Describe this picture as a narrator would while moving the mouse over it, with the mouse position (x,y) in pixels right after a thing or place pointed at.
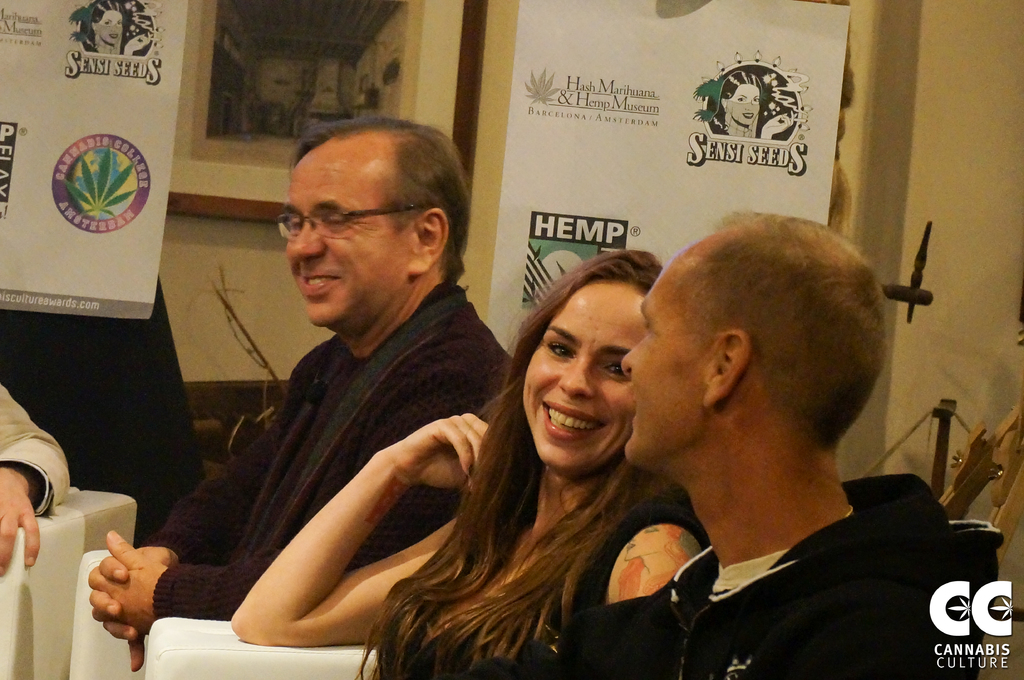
This picture is clicked inside. On the right (692,624) we can see the group of persons (429,394) sitting on the chairs (82,677) and smiling. In the background (972,223) there is a wall (930,65) and we can see the banners (643,159) on which we can see the picture (97,40) of some persons (97,39) and the text (580,104) is printed. In the background (923,247) we can see there are some objects (973,475). In the bottom right corner (941,614) there is a text (944,627) on the image.
